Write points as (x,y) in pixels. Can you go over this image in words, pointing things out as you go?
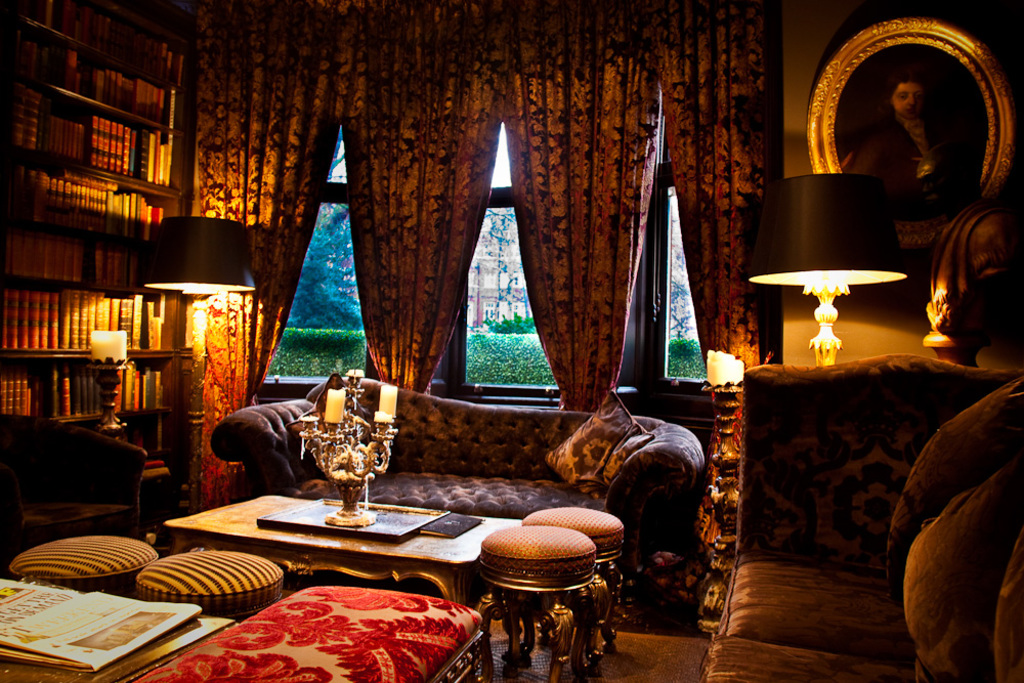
In this image I can see two sofas (751,518) and few cushions (1009,477) on it. Here I can see stools (362,593), a table (316,554) and in the background (137,314) I can see lamps (185,265), number of books (89,320), curtains (550,114) and a frame (850,97) on this wall (800,76).
